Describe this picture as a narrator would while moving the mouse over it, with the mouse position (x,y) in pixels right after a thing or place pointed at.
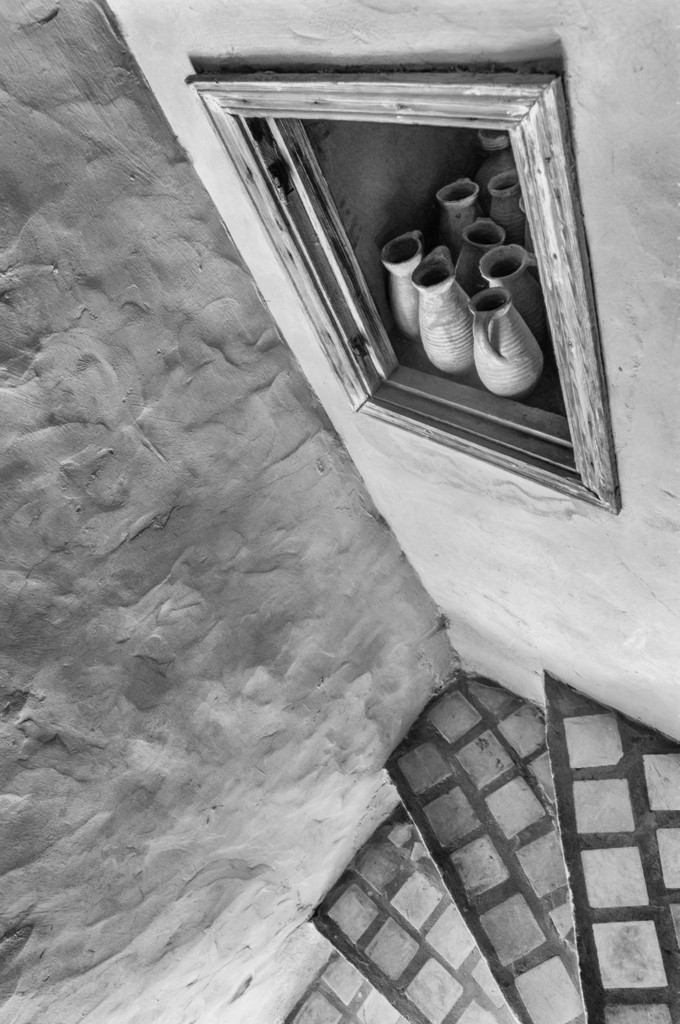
This is a black and white image. At the bottom of the image (408,804) there are staircase (455,792). There is wall (301,471). There is a shelf (413,190) in which there are flasks (461,298).
